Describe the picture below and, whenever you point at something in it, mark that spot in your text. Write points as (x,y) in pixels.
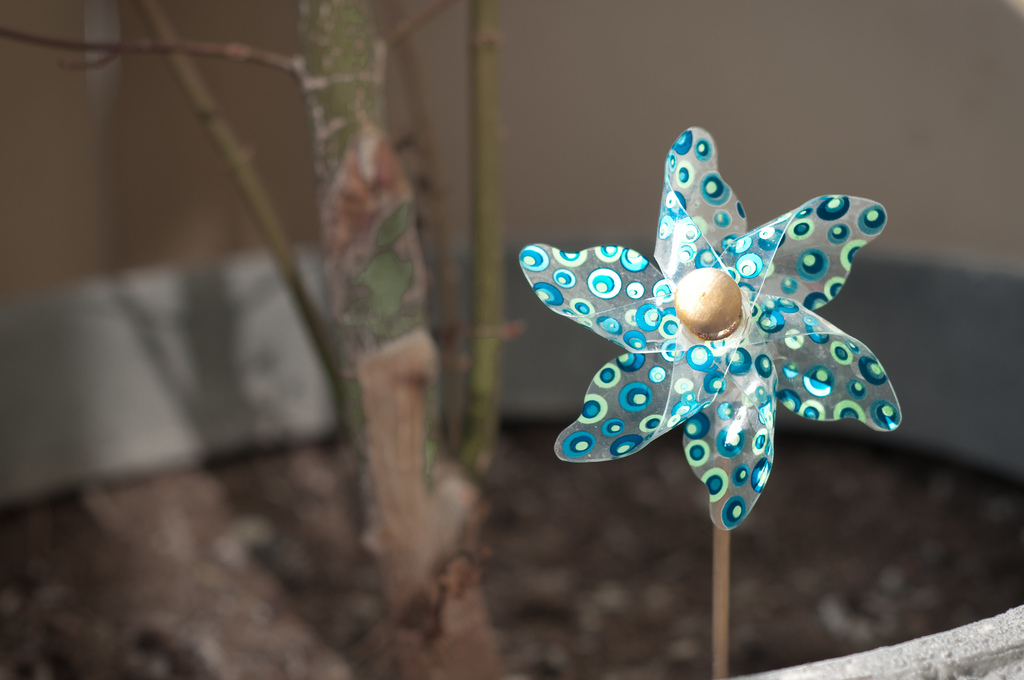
We can able to see a craft (728,298). It has a wood stick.
